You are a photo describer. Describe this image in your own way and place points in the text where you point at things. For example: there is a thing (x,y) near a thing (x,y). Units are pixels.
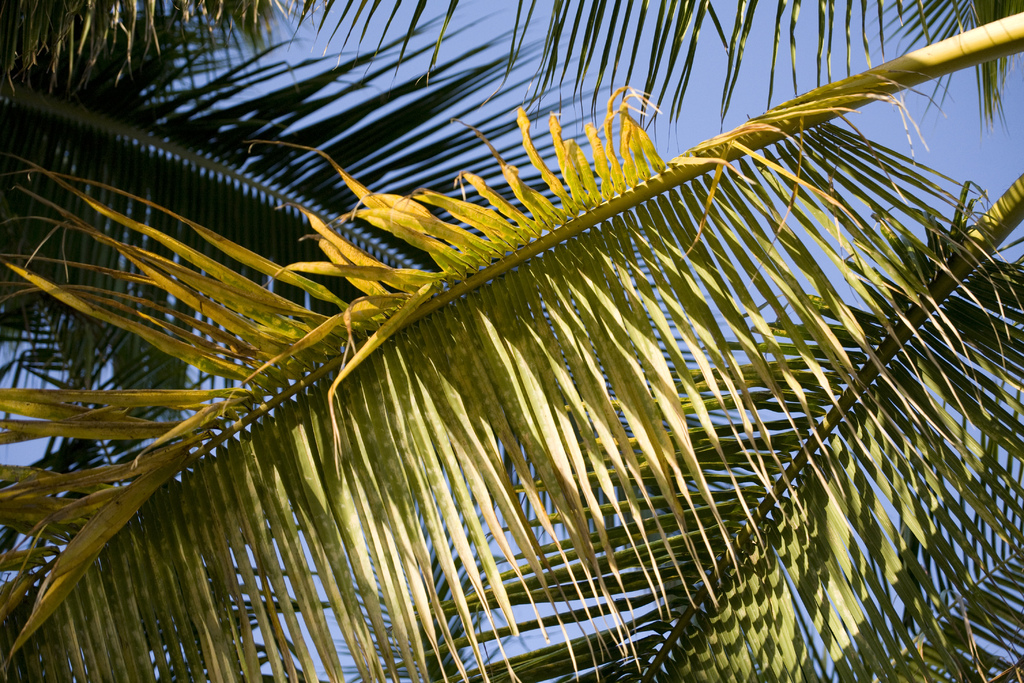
In this picture in the front (404,353) there are leaves (281,363).
